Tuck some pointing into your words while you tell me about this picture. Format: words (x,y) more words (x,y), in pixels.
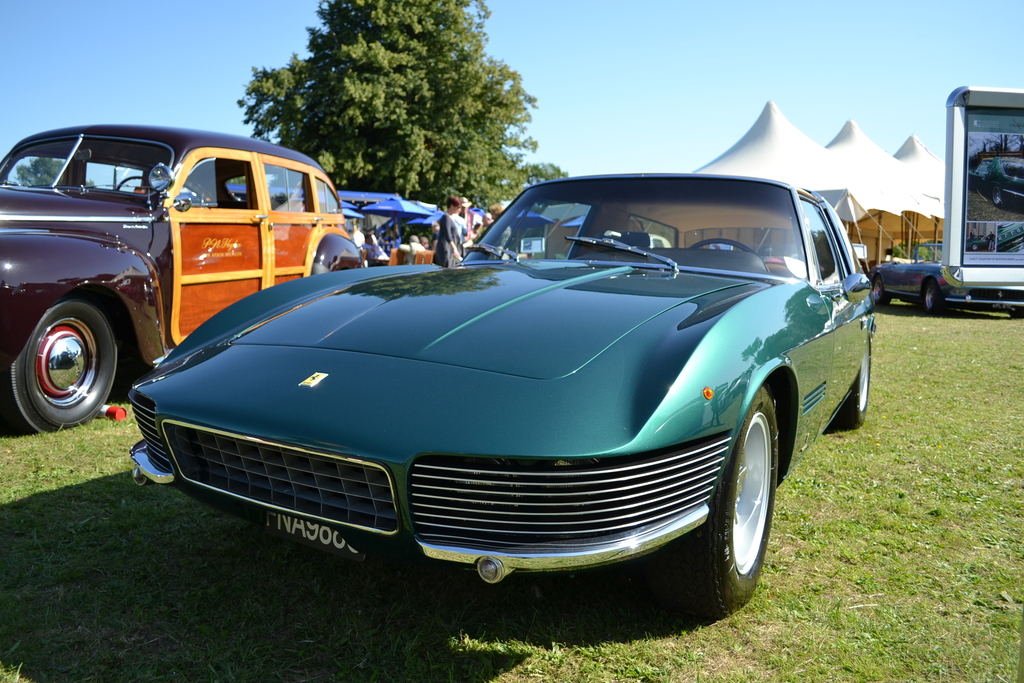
In the center of the image (467,262) there are cars (368,351). In the background (803,179) there are tents (779,176) and we can see people (450,248). On the left (333,69) there is a tree (357,112). In the background (875,65) there is sky (597,59).
